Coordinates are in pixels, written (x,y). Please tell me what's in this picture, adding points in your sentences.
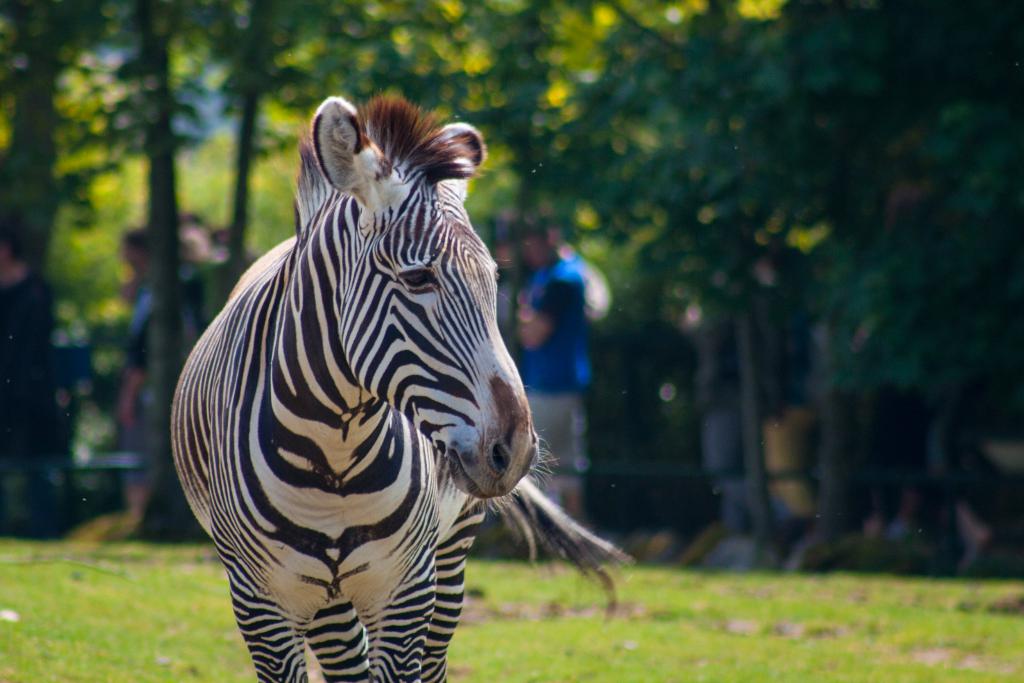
In the picture I can see a zebra (444,363) on the left side (265,556). I can see the green grass (85,643) at the bottom of the picture (580,572). In the background (300,23), I can see a few people (214,251) and trees (293,57).
